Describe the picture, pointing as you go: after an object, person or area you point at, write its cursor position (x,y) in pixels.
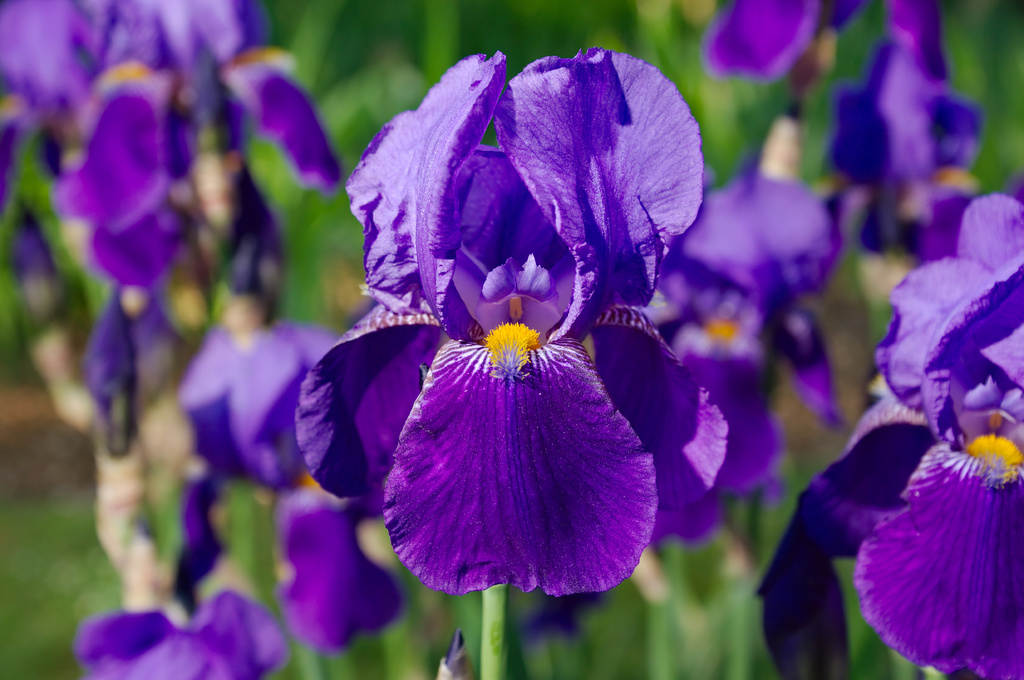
In this image we can see many plants (585,243). There are many flowers (499,335) to the plants (453,301). There is a blur background (360,121) in the image.
